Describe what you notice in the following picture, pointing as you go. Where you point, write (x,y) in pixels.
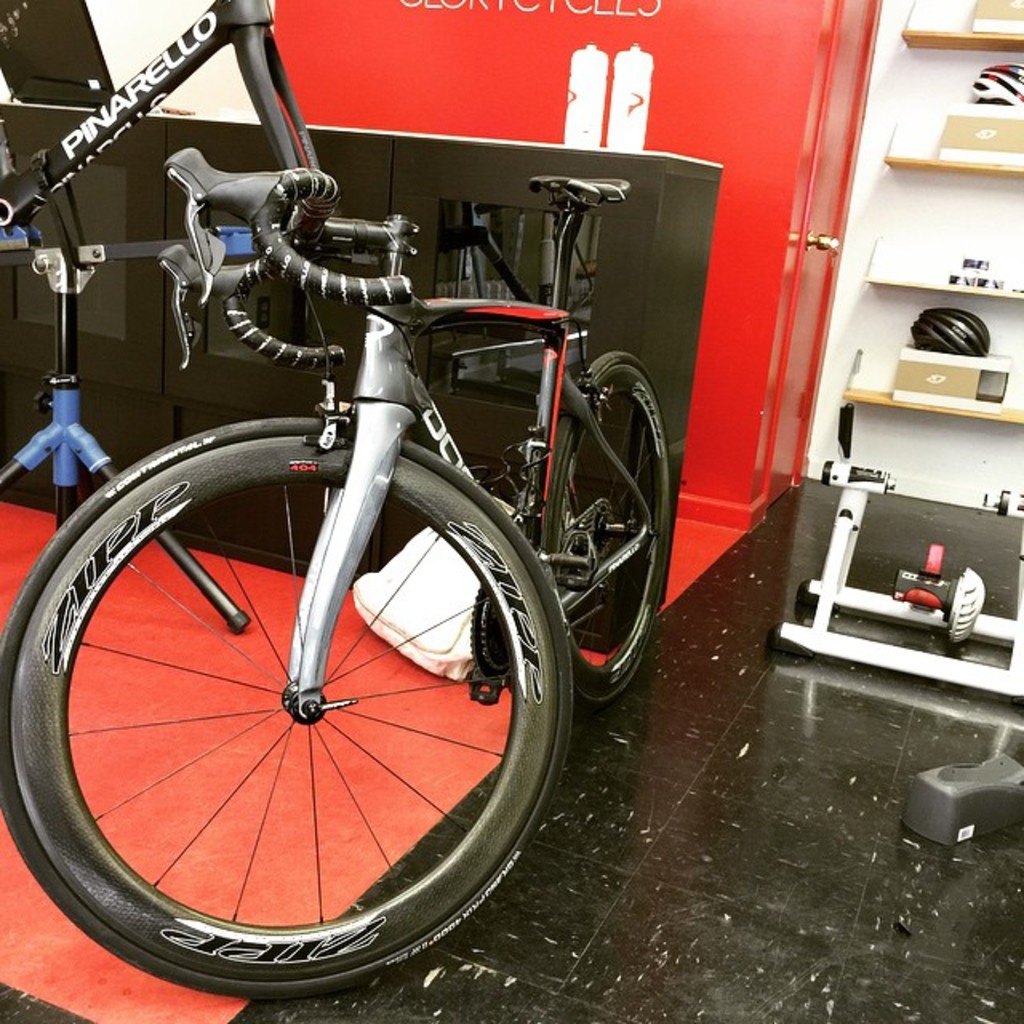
In this image I can see a machine (840,634) on the ground (659,866). On the left side (329,581) I can see a bicycle (319,432).
